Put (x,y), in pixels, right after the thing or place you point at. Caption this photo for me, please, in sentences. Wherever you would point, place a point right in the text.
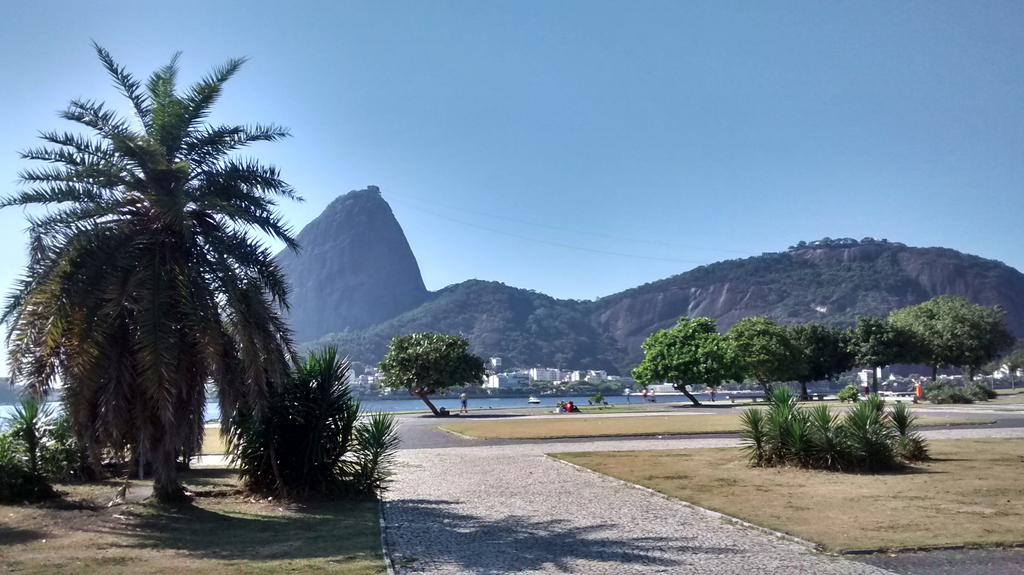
In this image I can see trees (117,368) in green color. Background (583,335) I can see mountains (340,219), and sky (628,125) in blue color.
